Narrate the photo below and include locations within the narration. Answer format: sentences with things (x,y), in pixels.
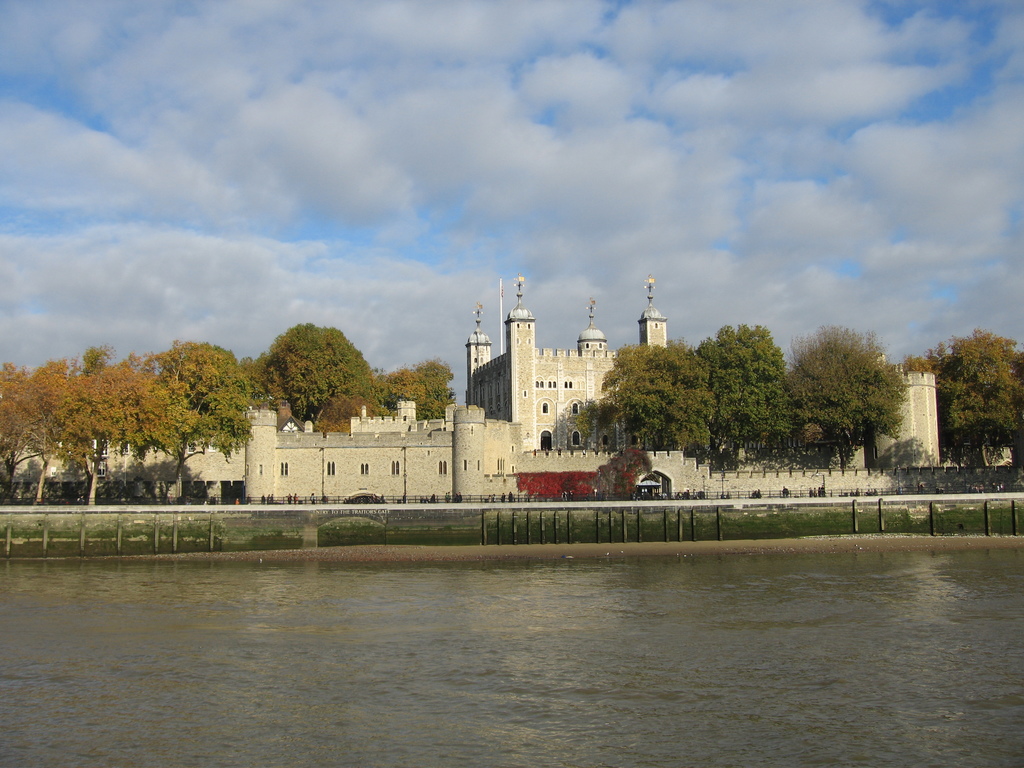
In front of the image there is water (372,579), on the other side of the water (331,568), there are trees (701,409) and buildings (542,447), at the top of the image (607,128) there are clouds (460,265) in the sky (224,235).
